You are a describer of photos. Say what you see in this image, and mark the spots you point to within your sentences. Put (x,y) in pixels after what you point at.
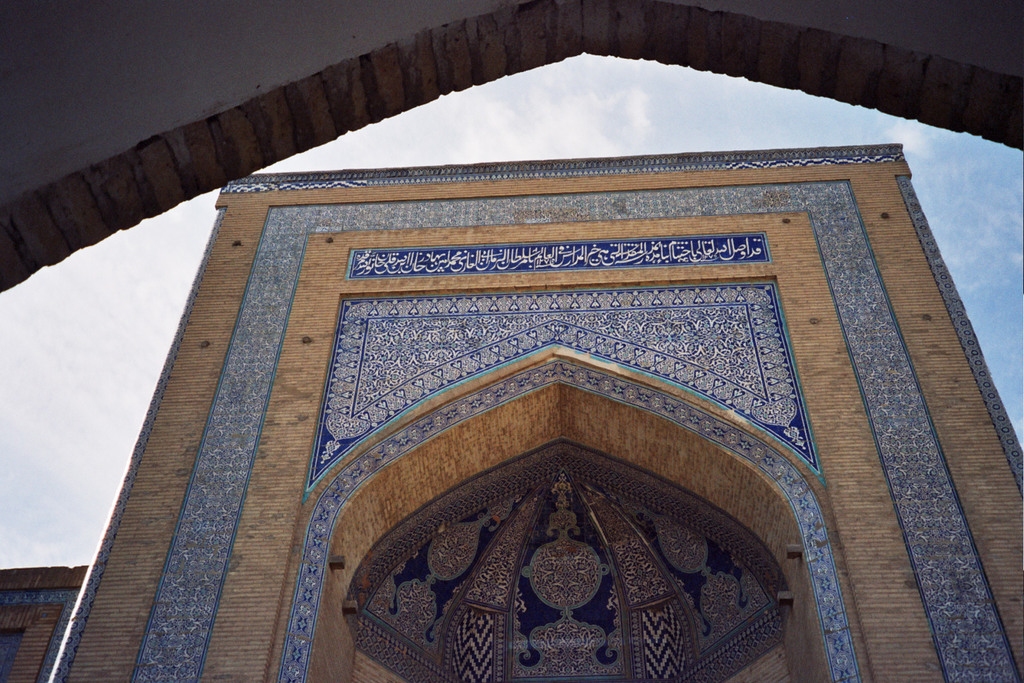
In this image we can see a building (301,402) and sky (8,465) with clouds (986,209) in the background (722,147).
